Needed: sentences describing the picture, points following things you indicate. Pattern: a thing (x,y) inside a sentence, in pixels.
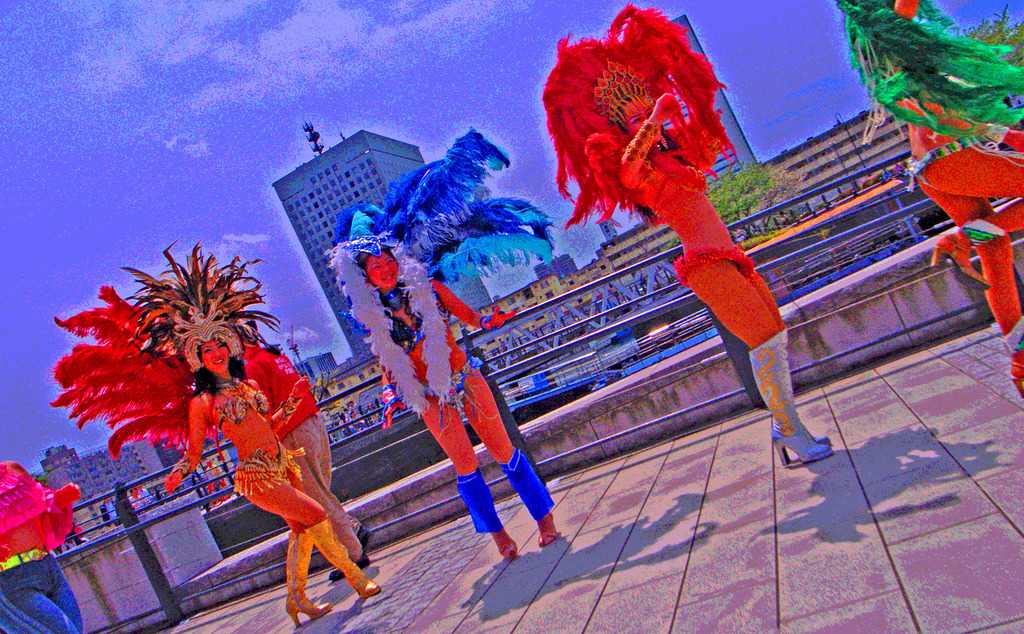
This is an edited image I can see few women (442,407) are wearing fancy dress (961,119) and dancing and I can see buildings (330,229) in the back (814,187).
